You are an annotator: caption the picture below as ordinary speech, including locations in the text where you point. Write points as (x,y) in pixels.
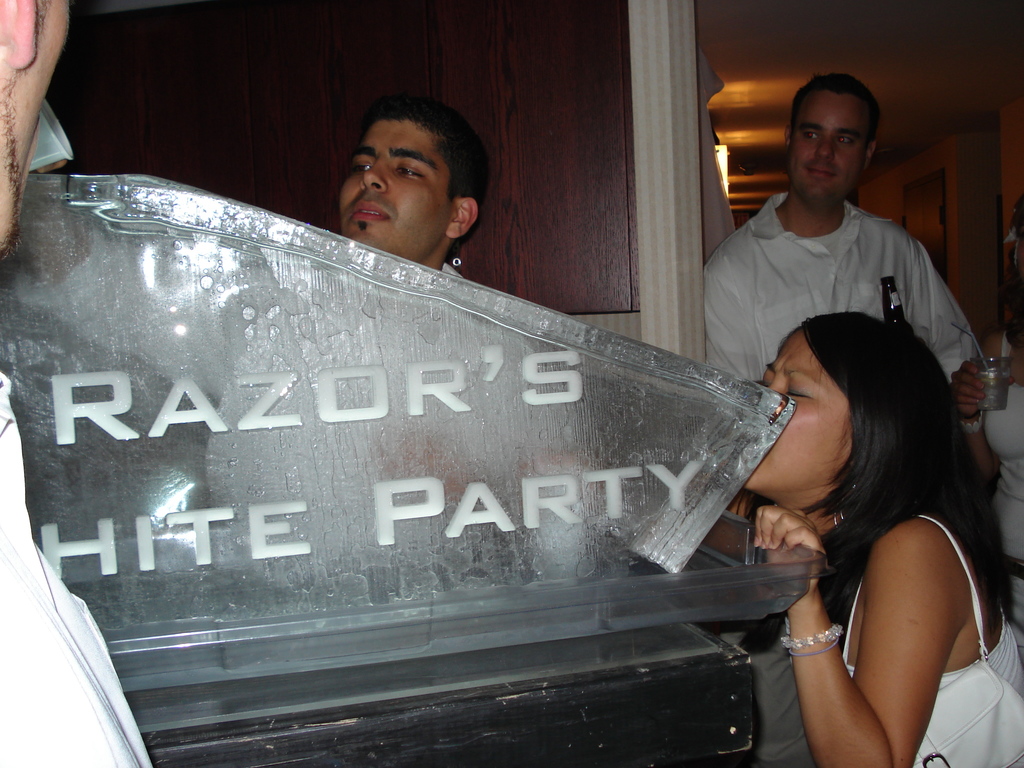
In the picture I can see the ice block (302,388) on the table (743,713). I can see a woman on the right side (861,397). There is a man (411,176) in the middle of the picture (450,264). I can see another man (755,234) on the top right side (901,243) and looks like he is holding a bottle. In the background (499,108), I can see the wooden drawers (352,73).
